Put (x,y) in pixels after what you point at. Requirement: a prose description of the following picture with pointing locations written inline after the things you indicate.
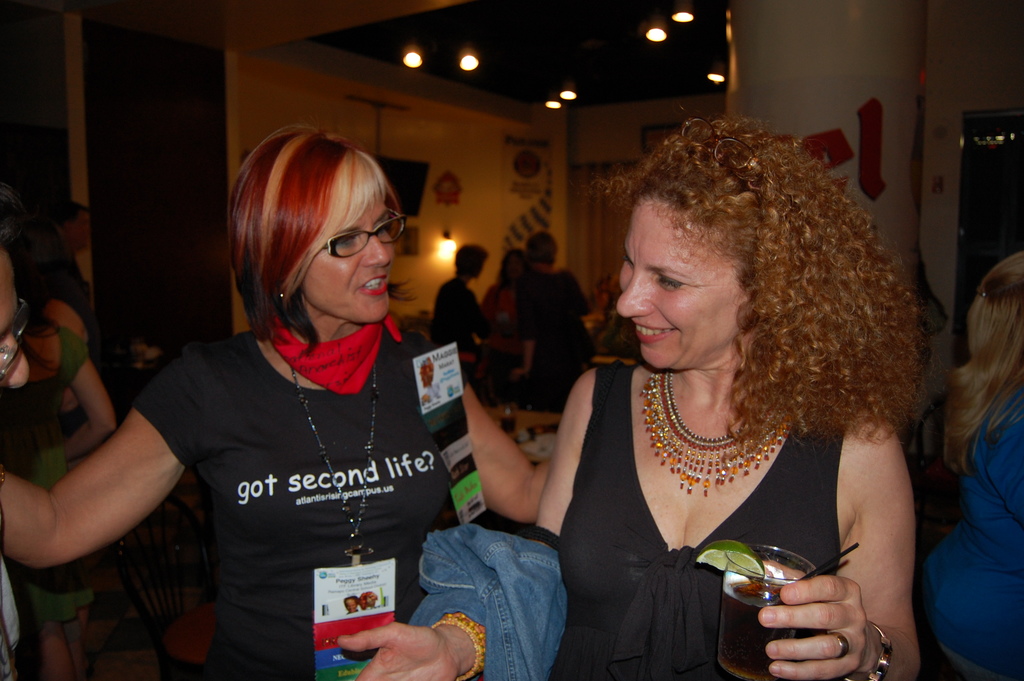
In this image we can see two ladies (596,426). One lady (308,417) is wearing a tag (372,572) and specs (349,246). Another lady (662,477) is holding a glass (732,607). In the back (429,324) there are many people (529,328). Also there is a pillar (823,86). On the ceiling (571,45) there are lights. And there is a wall (404,146) with light (448,252). On the wall (440,174) some other things (507,165) are there.
